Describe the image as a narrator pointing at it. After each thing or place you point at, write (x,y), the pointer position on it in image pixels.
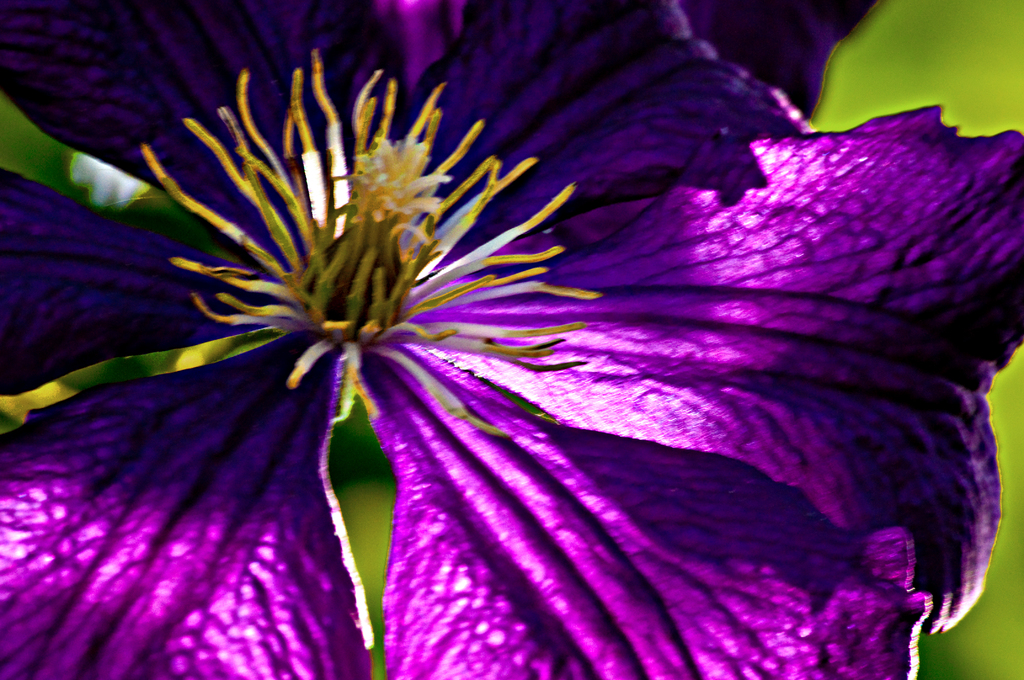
Here we can see a flower (518,291). In the background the image is blur.
